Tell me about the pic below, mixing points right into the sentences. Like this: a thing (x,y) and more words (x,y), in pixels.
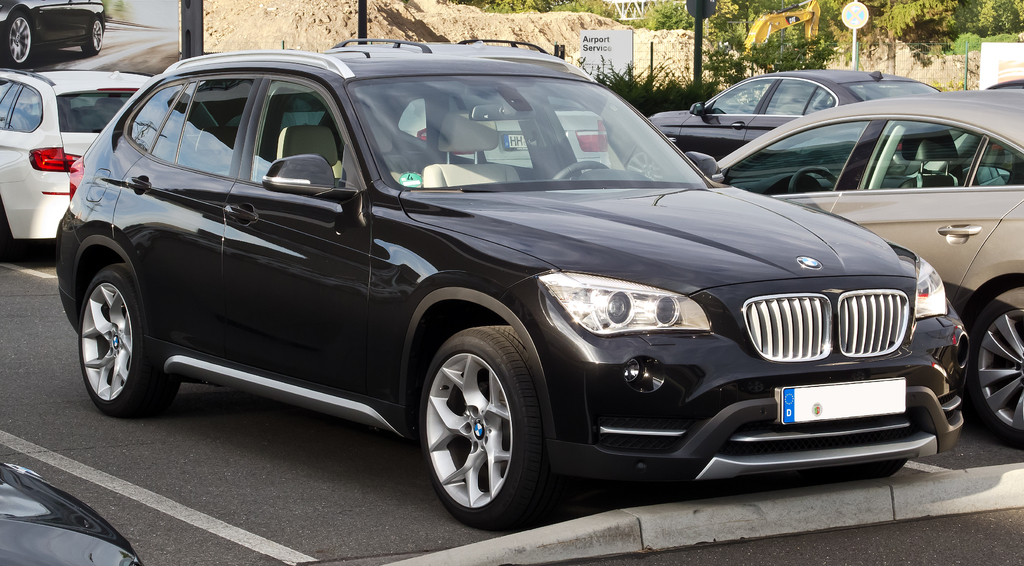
In this image there are cars (190,266) and we can see trees (820,45). There are boards (1008,52). At the bottom (162,498) we can see a road (385,556).
